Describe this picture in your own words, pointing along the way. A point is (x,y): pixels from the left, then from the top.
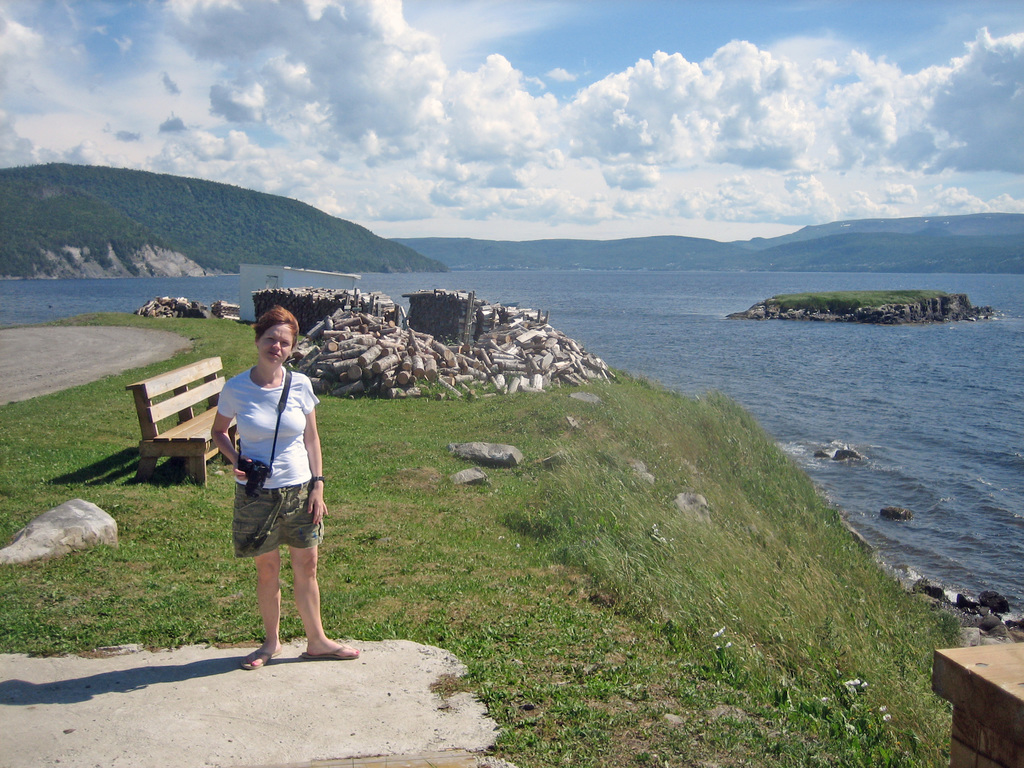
There is a lady (297,444) wearing white shirt (264,453) and shorts (244,507). She is holding a camera (251,473). And behind her there is one bench (166,405) and some wood logs (385,350). In the background (580,311) there is water (656,306), hill (279,199) and sky (313,149) is full of clouds (630,113).
